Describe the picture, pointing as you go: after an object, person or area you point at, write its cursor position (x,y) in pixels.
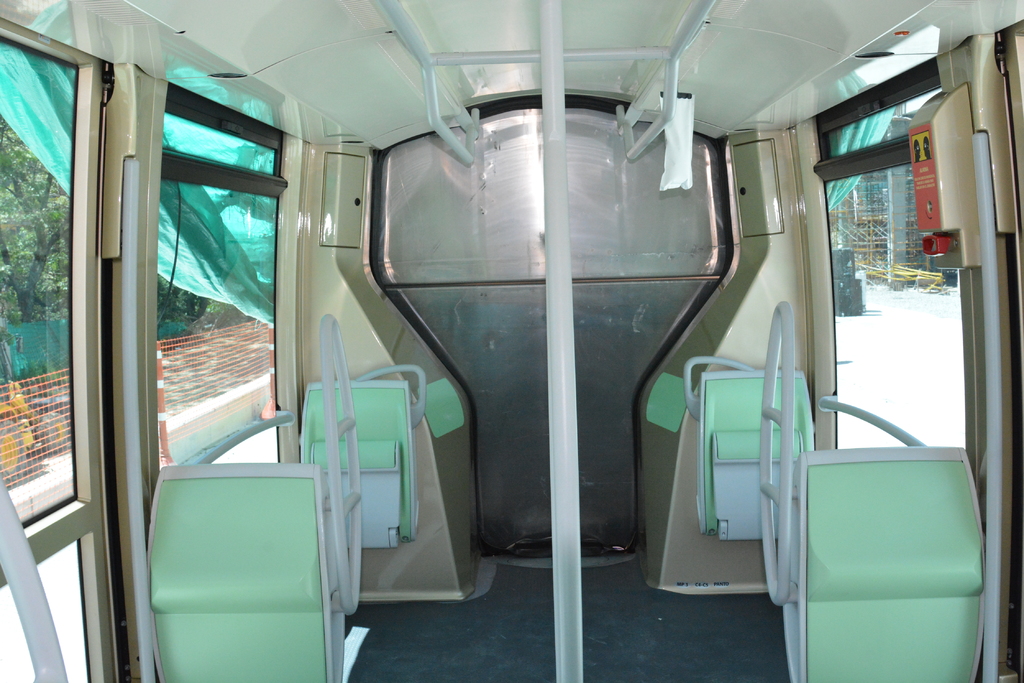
Inside the vehicle (304,232) there are rods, seats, fire alarm (932,239) and glass doors (13,262). At the top of the image (428,109) there are rods (661,97) on the roof (687,84). Behind the glass doors (28,417) there are trees (31,242), walls (58,326) and construction (876,206) of a building (898,226).
